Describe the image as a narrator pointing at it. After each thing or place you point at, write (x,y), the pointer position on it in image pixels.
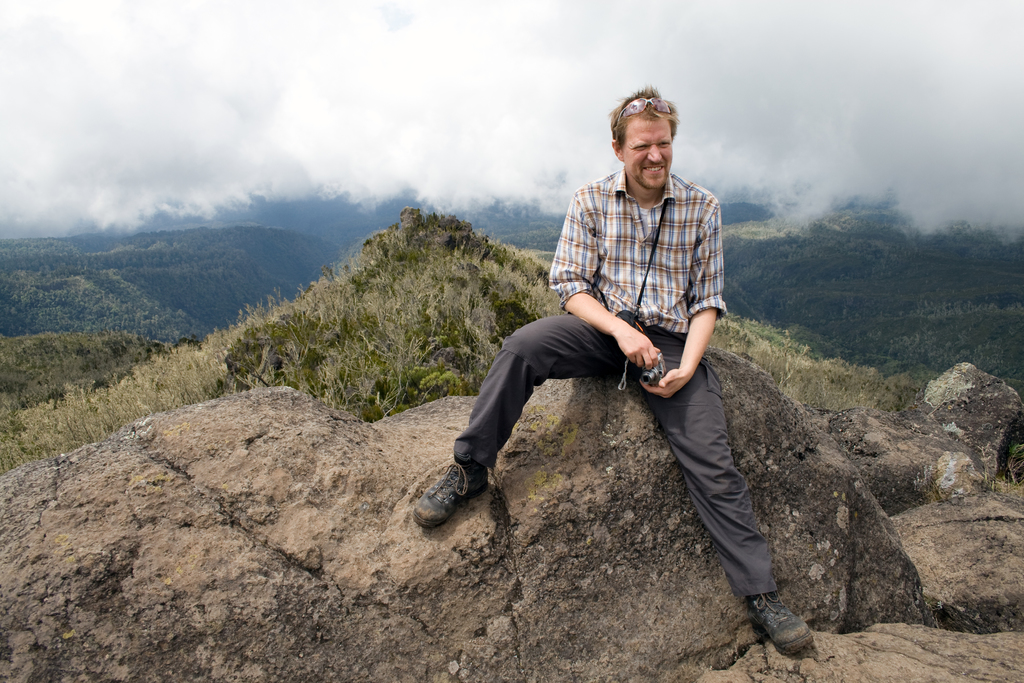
In this image there is one person (679,315) sitting on to a rock (586,428) and holding a camera (651,368) in middle of this image (672,295) and there are some mountains (365,347) in the background (225,280). There is a sky (427,59) on the top of this image (477,58).
